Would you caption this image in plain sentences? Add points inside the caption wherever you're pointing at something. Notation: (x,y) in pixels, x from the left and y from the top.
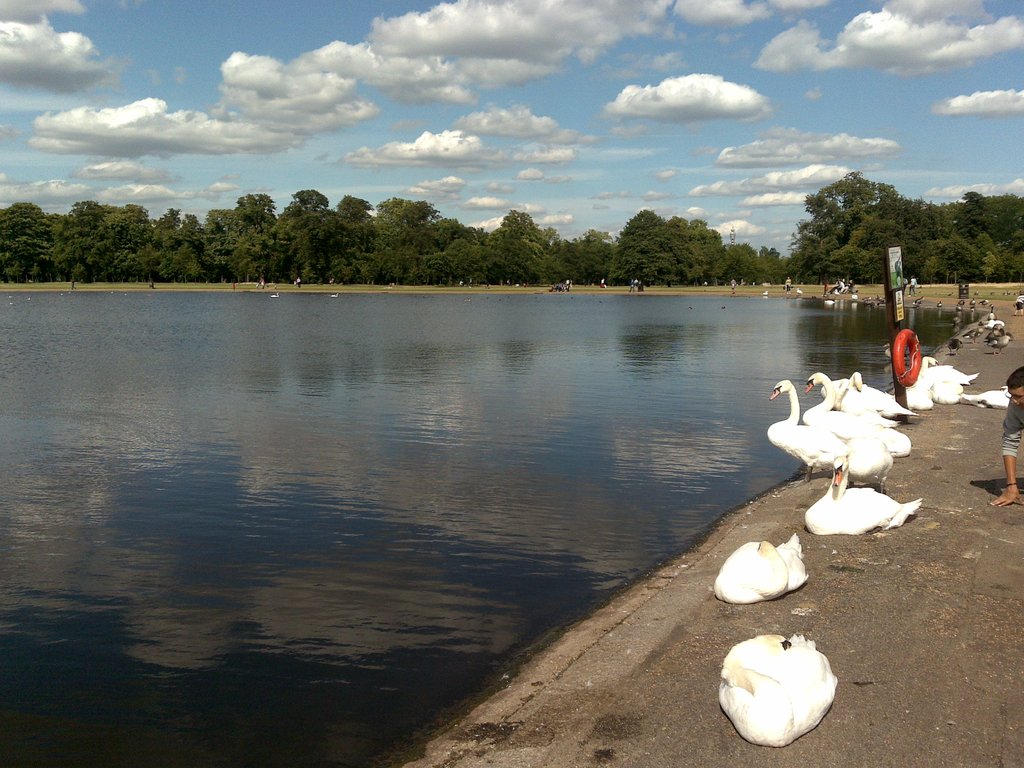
In the center of the image (557,481) there is a lake (412,425). On the right (806,721) we can see swans (796,533) and a board (890,330). There is a person (1014,486). In the background (997,231) there are trees (981,240) and sky (591,105).
